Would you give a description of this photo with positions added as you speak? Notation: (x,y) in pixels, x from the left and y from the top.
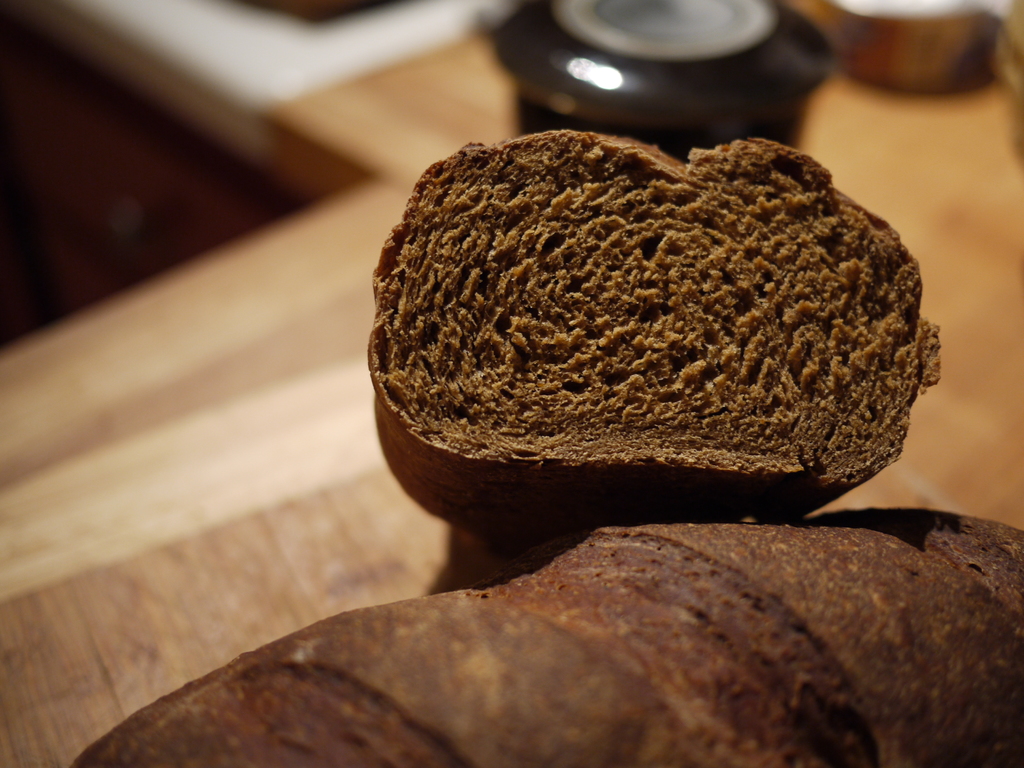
In this image we can see some food item (656,540) which is in brown color and in the background of the image (737,32) there are some utensils (787,64) on the surface (93,367).
